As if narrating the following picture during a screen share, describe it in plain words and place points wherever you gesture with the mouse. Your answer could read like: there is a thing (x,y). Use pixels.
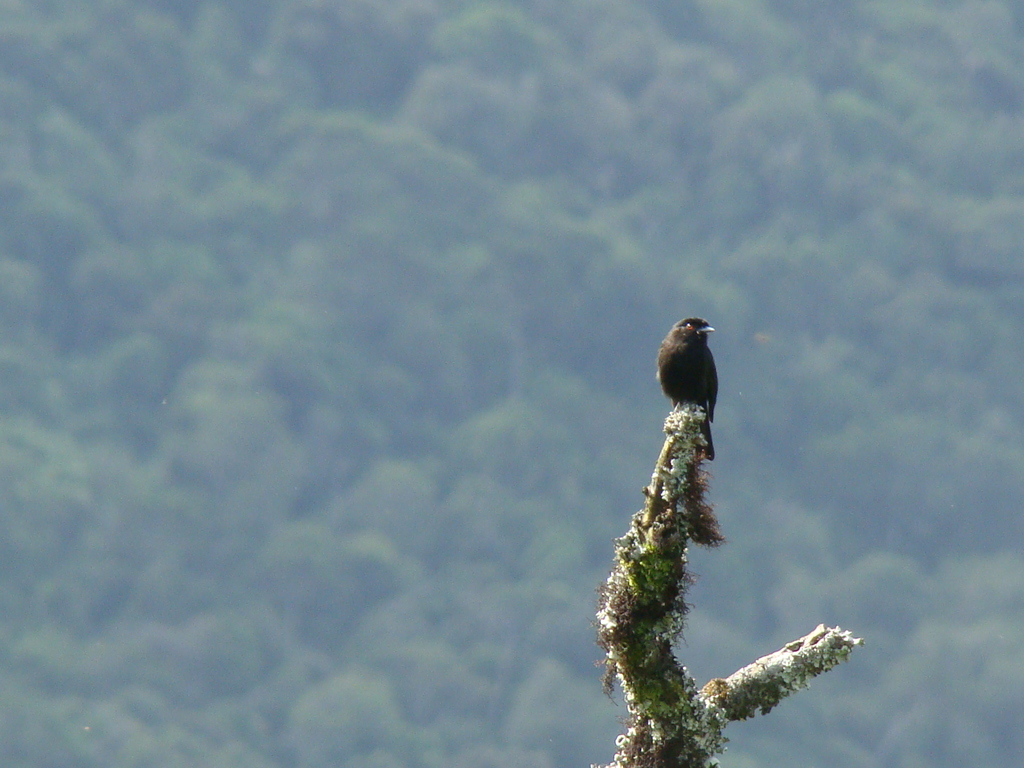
In the center of the image (666,346) there is a bird (660,372) on the tree (610,686). In the background (762,505) we can see trees (396,185).
